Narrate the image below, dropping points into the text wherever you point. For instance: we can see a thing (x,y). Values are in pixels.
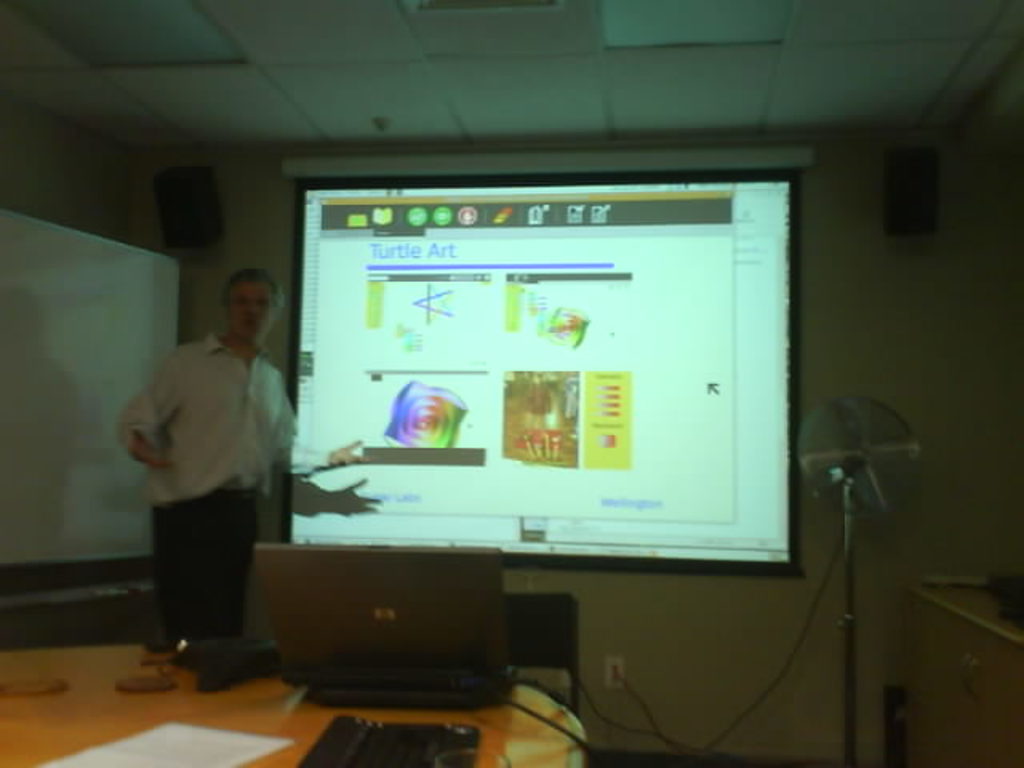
A screen (789,326) on wall (815,346). This is a fan (863,437) with stand (852,714). On this table (55,691) there is a laptop (420,640), paper (165,740) and keyboard (359,754). This person (213,563) is standing in-front of this screen (442,373). On top (180,182) there is a speaker (177,215).
